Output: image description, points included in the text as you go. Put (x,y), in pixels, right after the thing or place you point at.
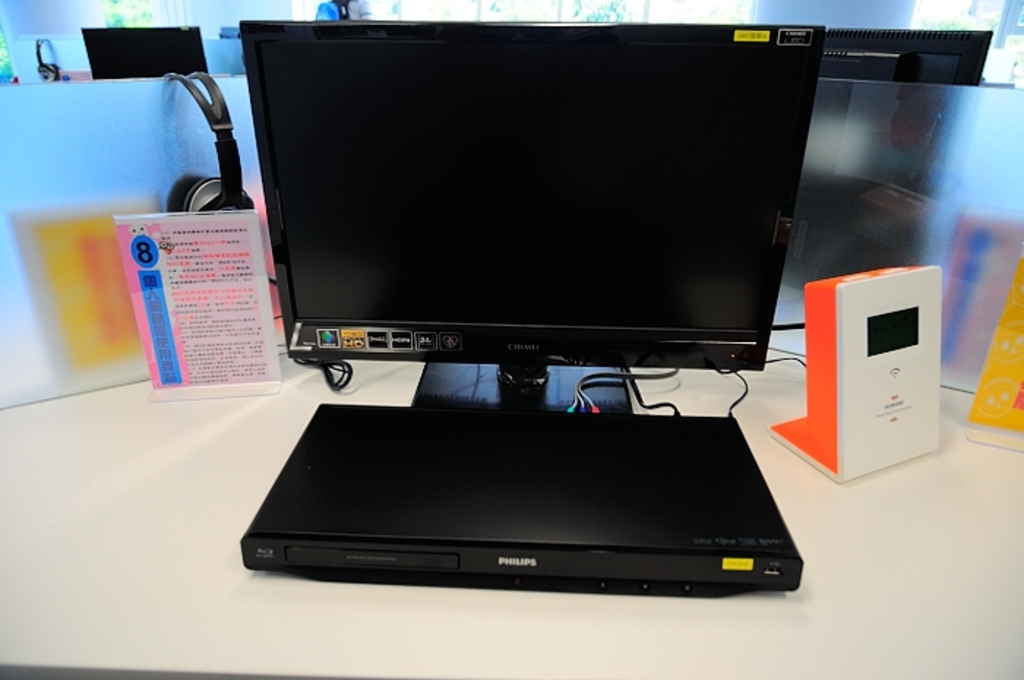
Background (585,1) portion of the picture is blurred. In this picture we can see monitors (538,68), headsets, boards (101,244), devices (709,455) and objects (928,295).
